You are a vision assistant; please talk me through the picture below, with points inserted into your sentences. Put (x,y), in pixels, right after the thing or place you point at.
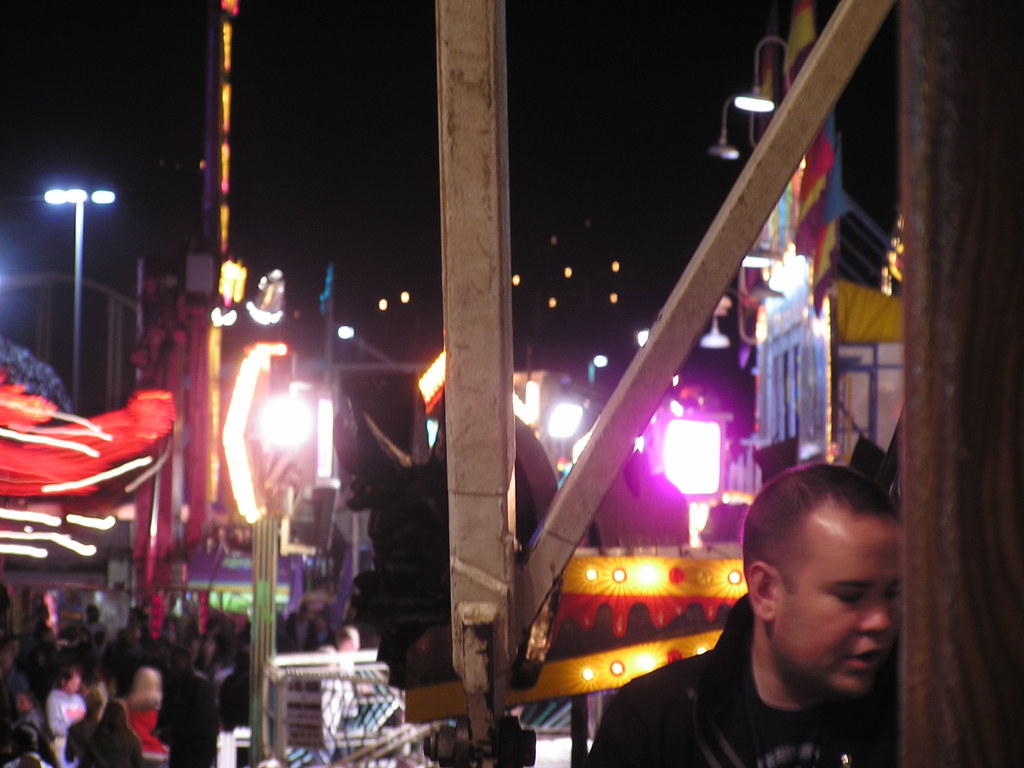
In this image I can see a person (762,695) wearing black colored dress (735,730), few metal rods (508,319), few other persons (168,687) standing, few lights (596,580) and in the background (41,229) I can see few poles (78,290), few buildings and the dark sky (408,175).
